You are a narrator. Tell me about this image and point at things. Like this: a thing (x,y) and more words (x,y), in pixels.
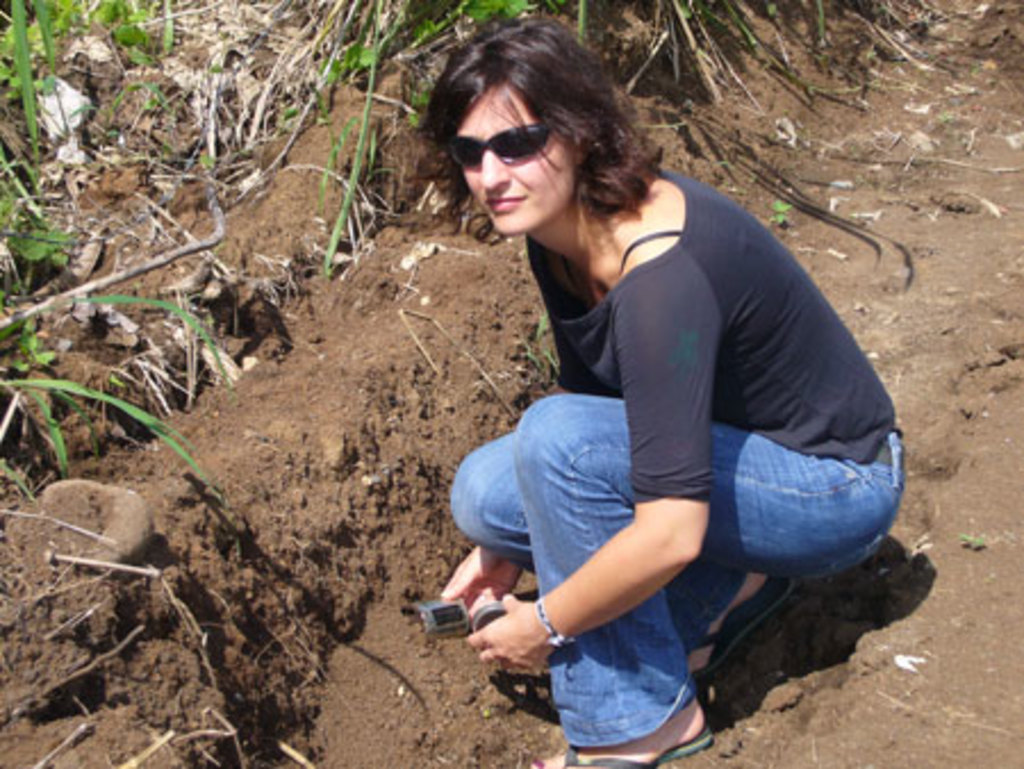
In this image I can see a woman (677,378) wearing black colored t shirt (719,332), blue jeans (759,462) and footwear (591,762) is sitting and holding an object (504,603) in her hand (502,594). In the background (989,258) I can see the ground (861,266), some grass (66,34) and a rock (77,522).
